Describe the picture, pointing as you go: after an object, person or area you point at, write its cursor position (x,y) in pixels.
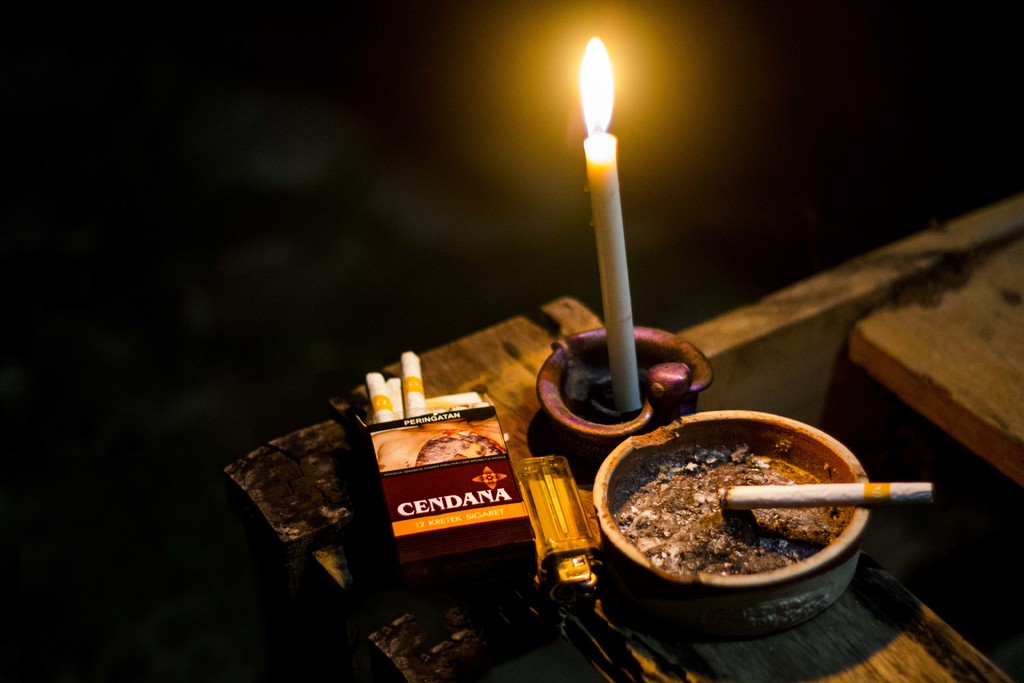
In the image we can see a candle (606,319), cigarettes (409,394), box (423,477), lighter (552,543) and a container (689,512).
